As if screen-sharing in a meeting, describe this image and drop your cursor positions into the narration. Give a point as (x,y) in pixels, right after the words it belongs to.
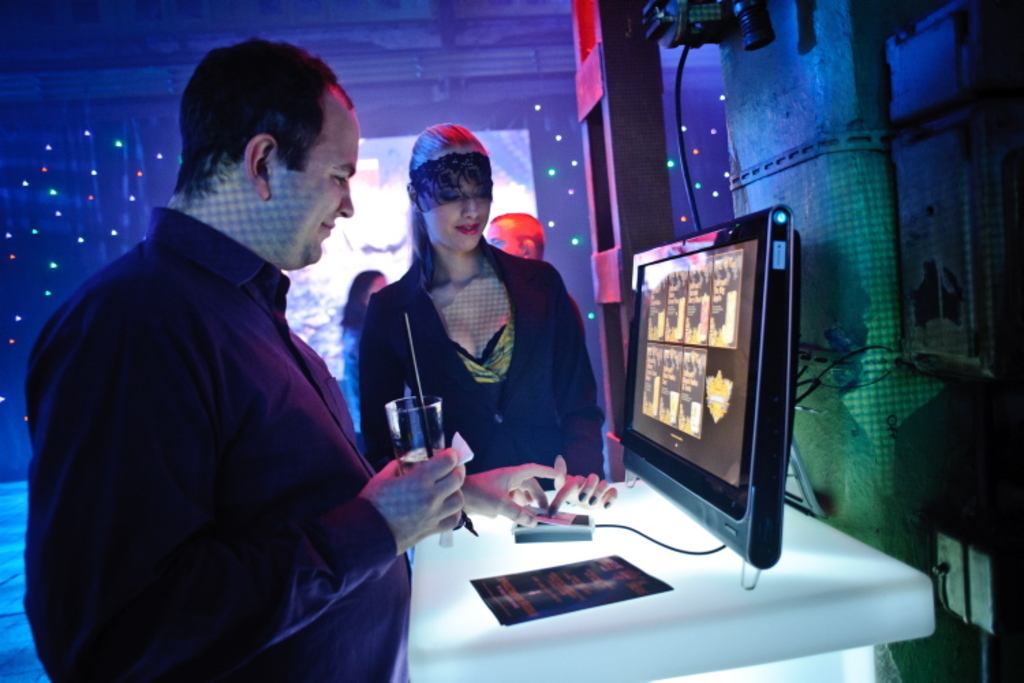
In this image we can see few people (436,212). There is a person (382,474) holding glass (392,409) with straw (419,381). There is a table (695,613). On the table (672,582) there is a screen (668,480), paper (590,578) and an object (562,533). In the back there are lights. Also there are few objects (990,158).
